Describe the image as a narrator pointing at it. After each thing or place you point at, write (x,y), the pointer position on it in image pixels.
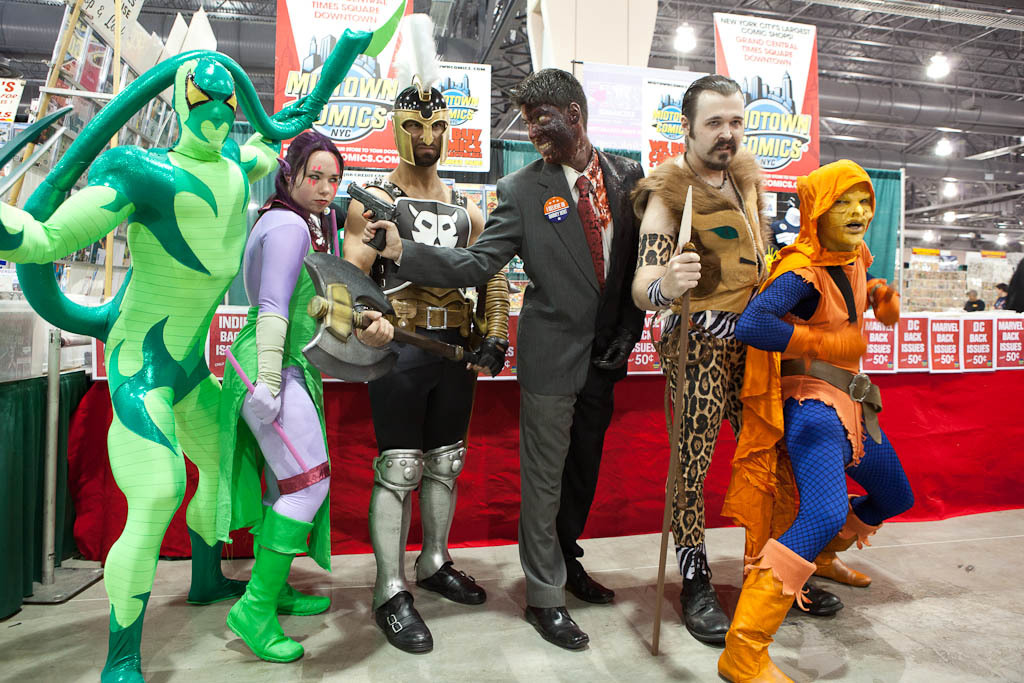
In this image we can see few persons (592,360) are wearing some different kind of clothes (220,295) are standing on the floor (891,597). In the back of them there are many boards (778,82) and banners (782,103) attached to the wall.
